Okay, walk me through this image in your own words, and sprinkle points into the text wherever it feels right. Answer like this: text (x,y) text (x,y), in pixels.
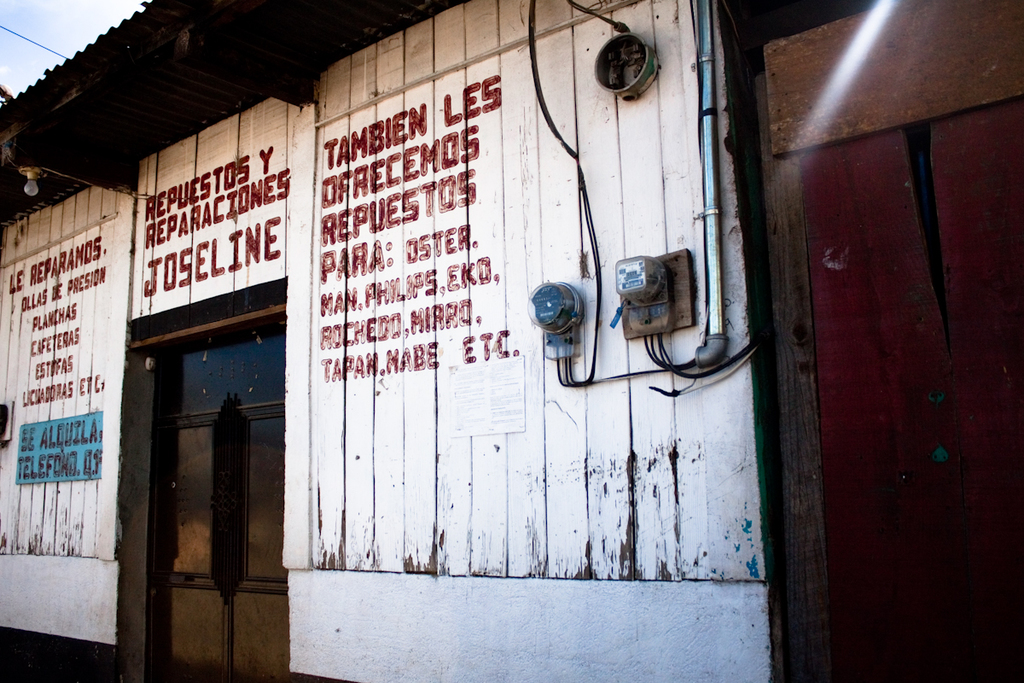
In this picture we can see a house (469,309), and we can find few boxes (662,282), pipe (706,245) and some text (399,250) on the wall (436,303), and also we can see a bulb (28,188).
